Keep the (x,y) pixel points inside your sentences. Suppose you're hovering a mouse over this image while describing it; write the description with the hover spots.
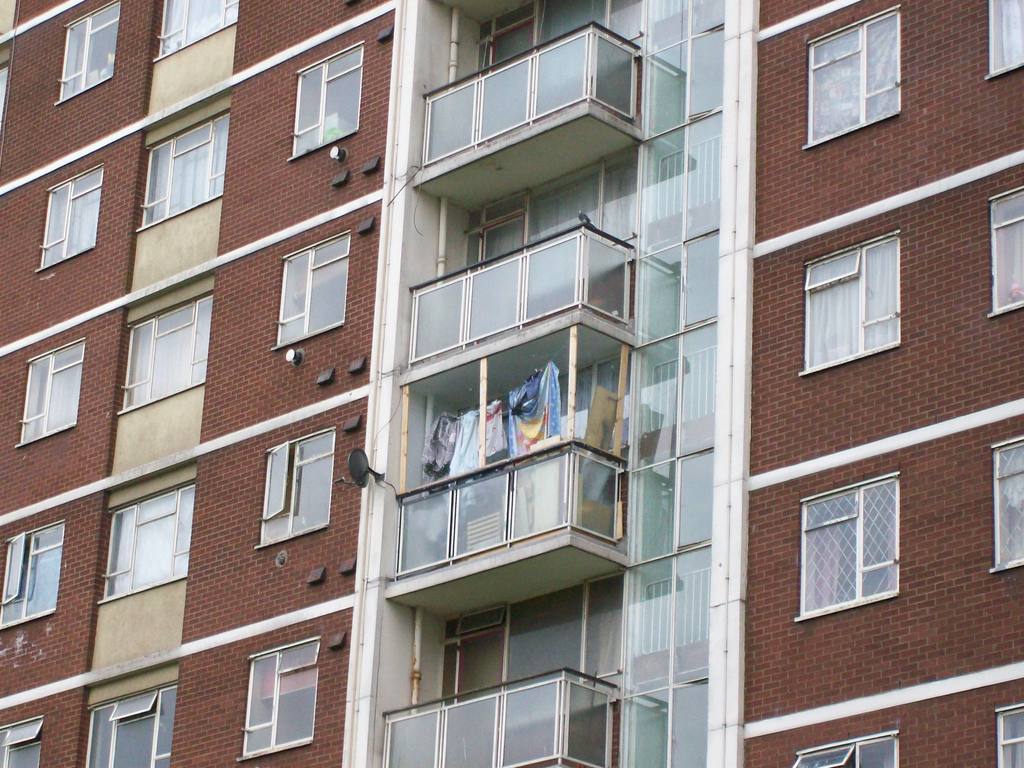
In this image we can see an outside view of a building (286,413), in this image we can see the windows (841,283) with glasses (837,296) and curtains (836,295) and glass balconies (510,282).
